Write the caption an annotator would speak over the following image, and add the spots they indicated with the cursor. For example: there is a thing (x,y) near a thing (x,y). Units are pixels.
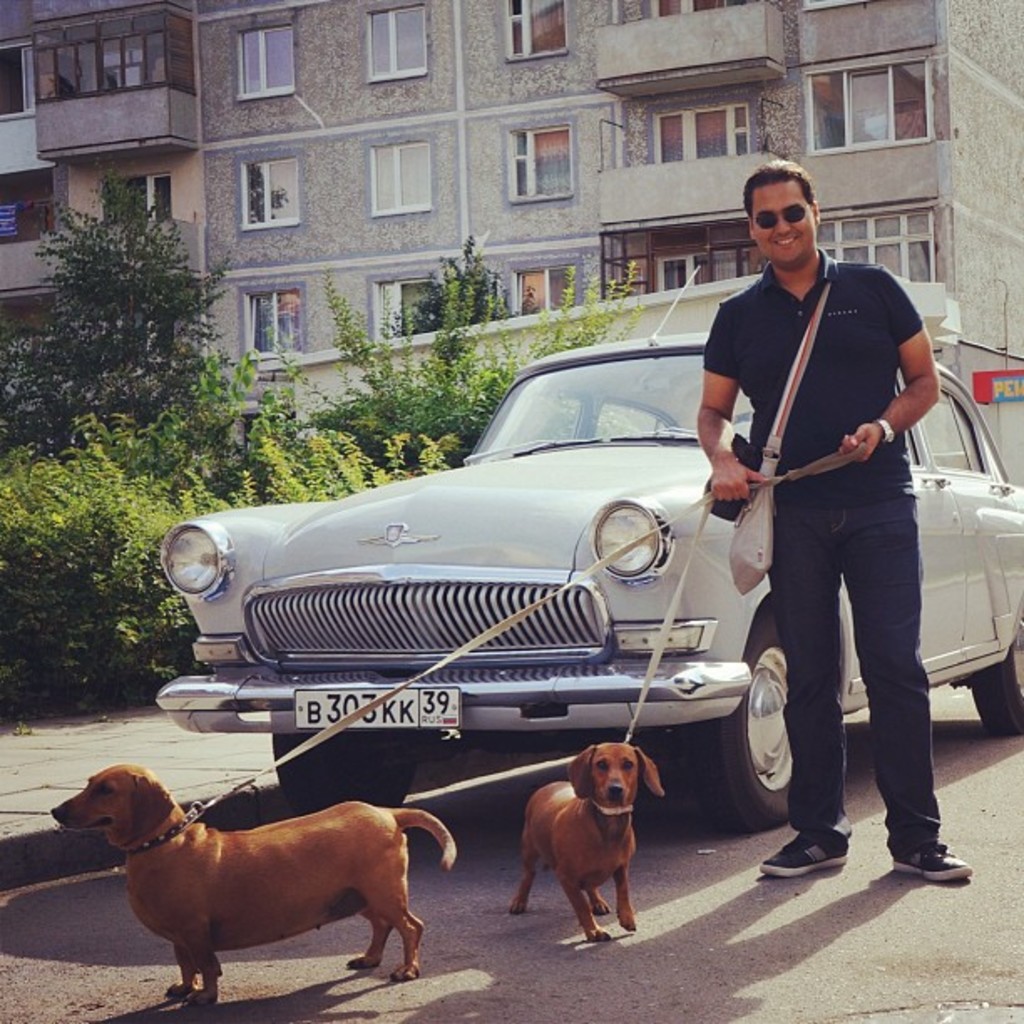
On the right (880,618) there is a man (876,649) he wear t shirt (853,393), trouser (820,810) and shoes (820,850) he wear a hand bag (749,556). In the middle (572,549) there is a car (529,503), in front of car (515,639) there are two dogs (570,815). In the background (543,132) there is a building (497,180) trees (129,289) and plants (296,471). I think this is a road view.
